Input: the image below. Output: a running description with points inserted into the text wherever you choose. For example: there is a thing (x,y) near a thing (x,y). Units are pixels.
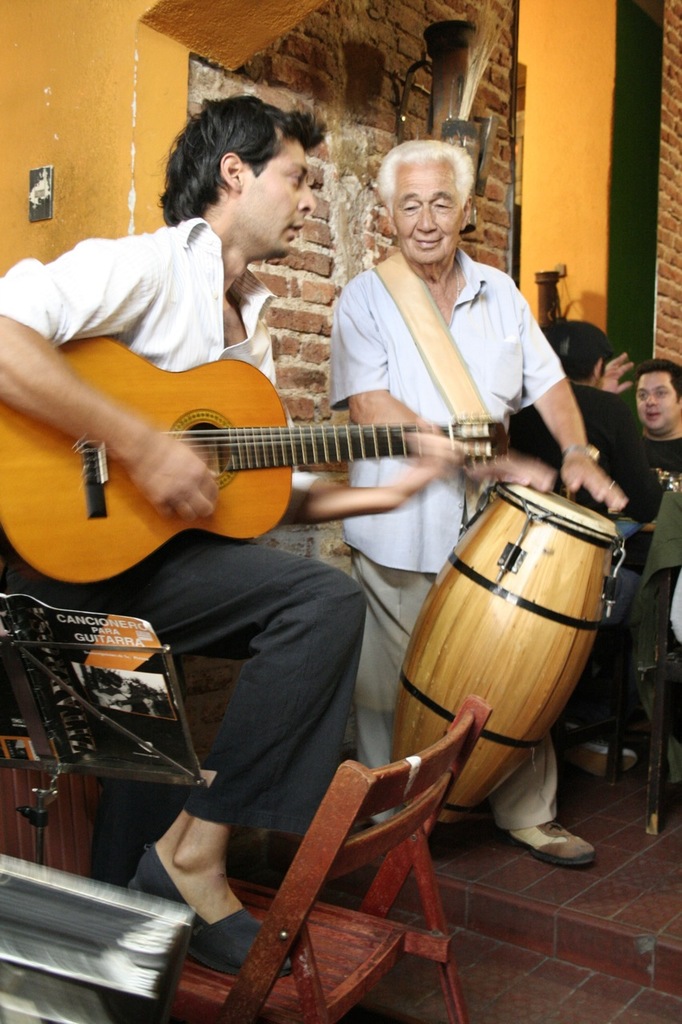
In the image, a man (267,597) is playing the guitar (88,535) beside him there is another old man (493,306) he is playing drum (514,698), behind them there are some people (617,410), in the background (90,35) there is orange color wall (129,84) and also a brick wall (341,117).
